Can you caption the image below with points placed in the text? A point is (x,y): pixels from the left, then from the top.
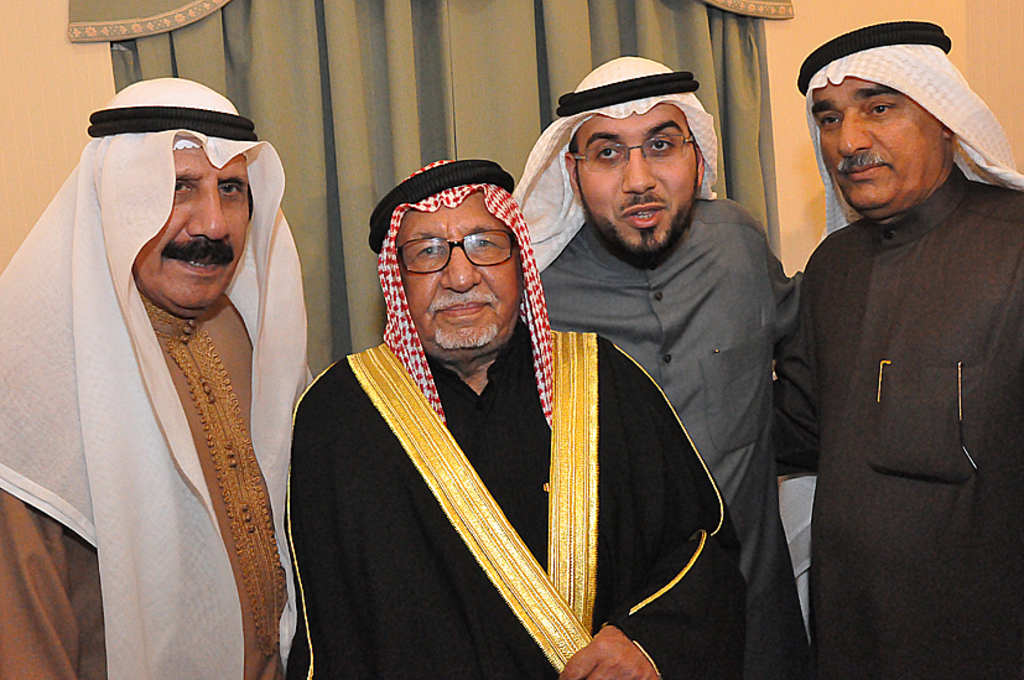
In the image there are four arab men (544,447) standing in the front (820,267) and behind them there is wall (63,54) with curtain (216,77) in the middle (355,340).
